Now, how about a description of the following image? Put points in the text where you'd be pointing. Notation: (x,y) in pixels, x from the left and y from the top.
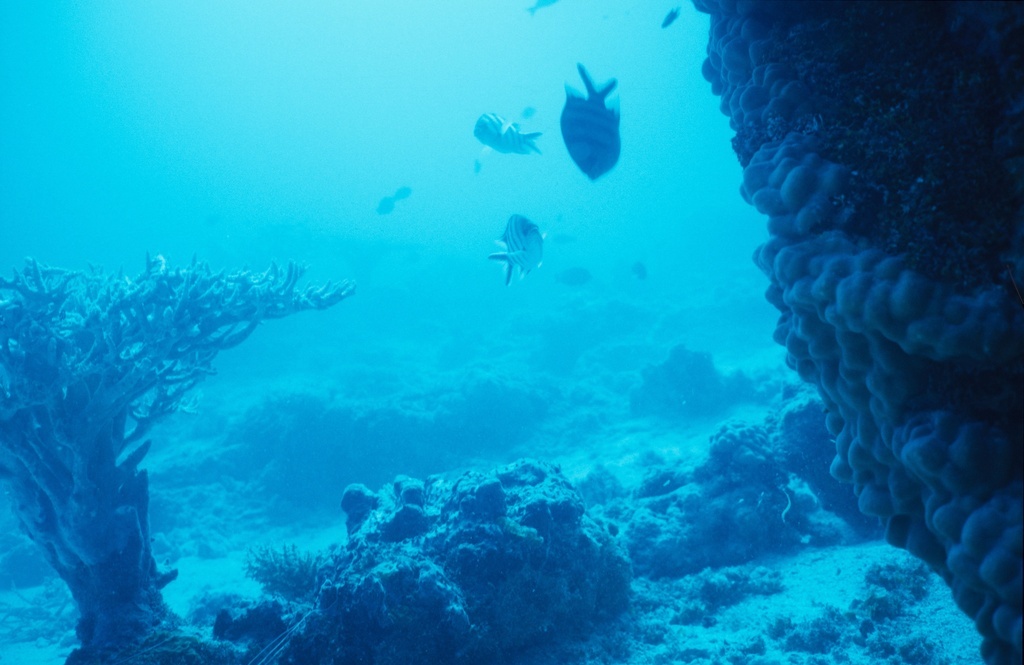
The picture is taken inside the water (553,312). On the foreground (728,502) there are coral reefs (692,515) and water plant (104,411). In the center of the picture (506,250) there are fishes (574,153).
